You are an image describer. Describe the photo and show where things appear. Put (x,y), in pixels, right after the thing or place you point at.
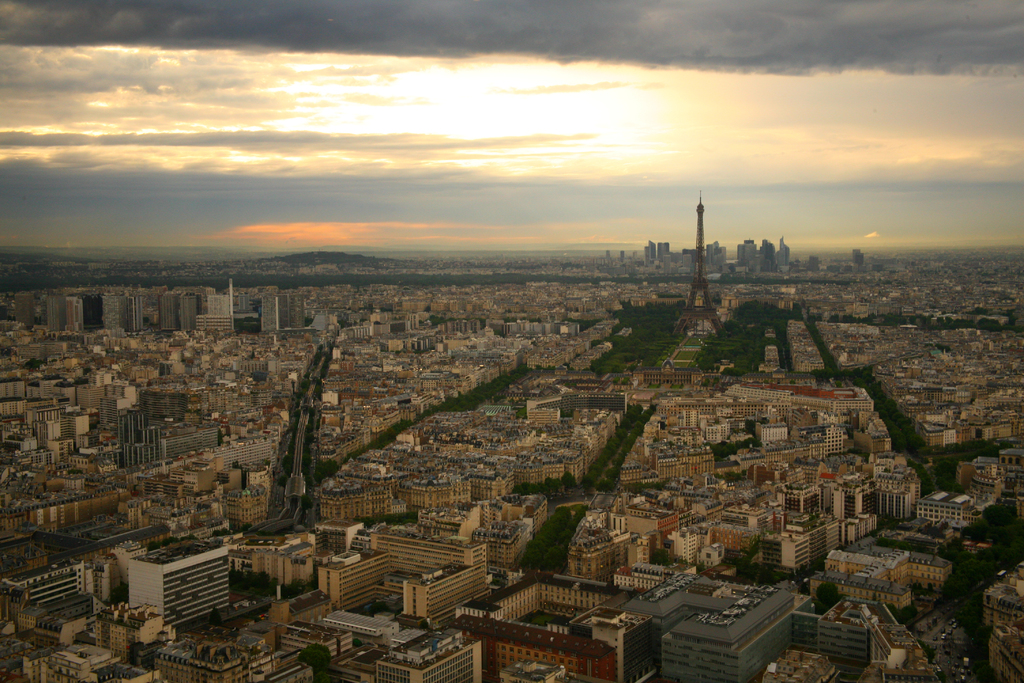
In this picture we can see a group of buildings (352,494) and trees (582,508) and in the background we can see the sky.
